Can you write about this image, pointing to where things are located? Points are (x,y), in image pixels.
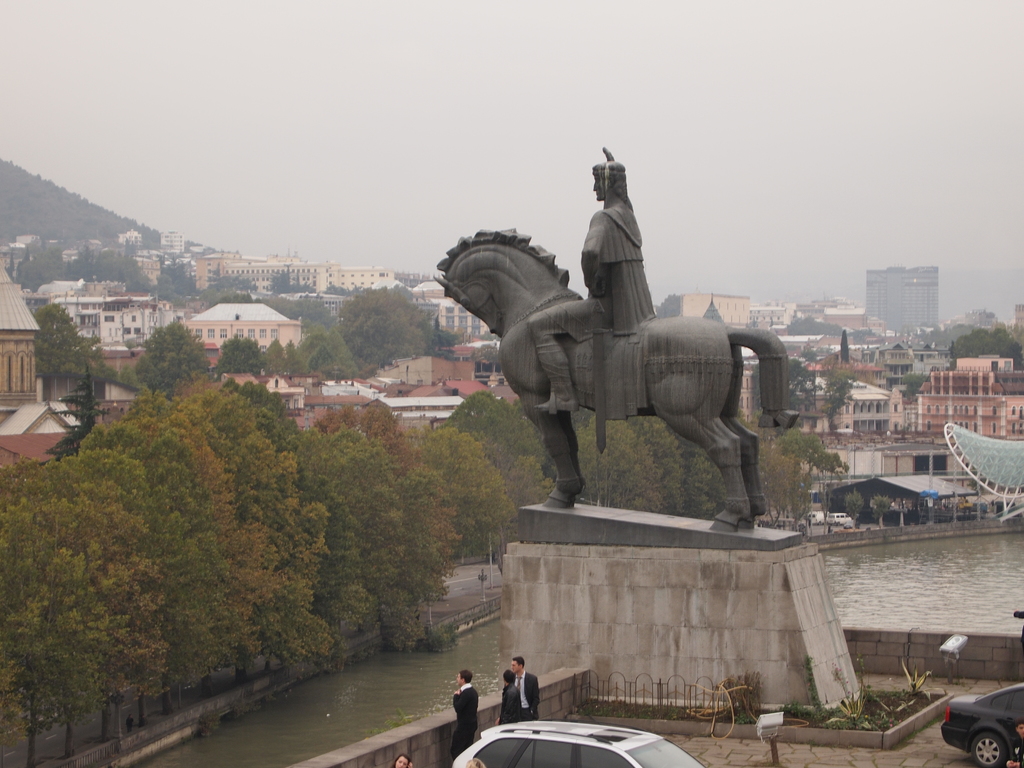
In this picture we can see a statue (656,344), at the bottom (370,664) there is water (420,670), we can see two cars (621,726) and three persons (531,710) at the right bottom (1008,714), in the background (289,372) there are some trees (299,362) and buildings (870,346), we can see the sky (263,77) at the top of the picture (291,66), on the right side (933,491) there is a shed (915,490).
